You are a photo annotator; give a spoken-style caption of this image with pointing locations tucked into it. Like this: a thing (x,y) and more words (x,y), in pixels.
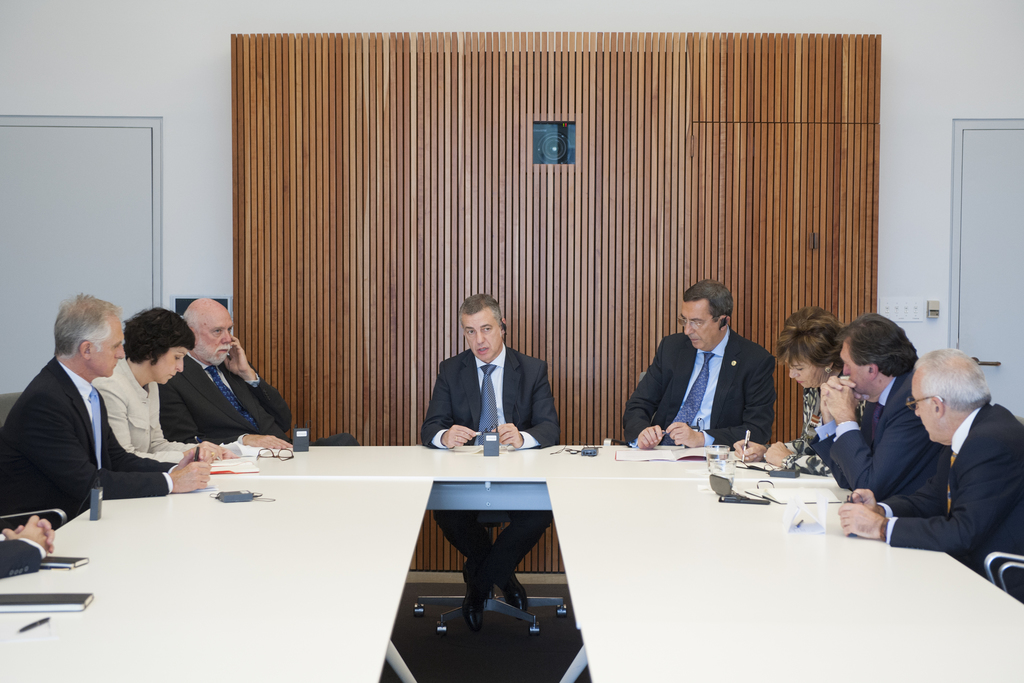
In the image we can see there are lot of people (983,437) who are sitting on chair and in front of them there is a table (636,548).
